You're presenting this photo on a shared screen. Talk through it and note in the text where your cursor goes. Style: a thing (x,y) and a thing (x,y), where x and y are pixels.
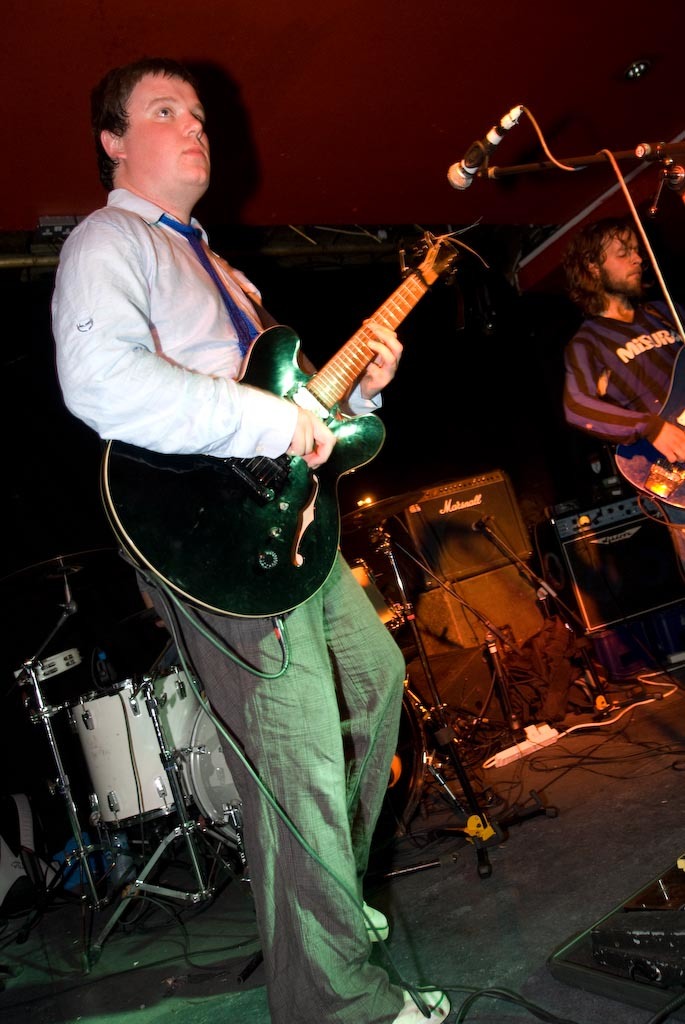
Here we can see that a person (217,329) is standing on the floor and playing guitar (246,360), and in front here is the microphone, and at back (153,759) there are musical drums (98,747).
